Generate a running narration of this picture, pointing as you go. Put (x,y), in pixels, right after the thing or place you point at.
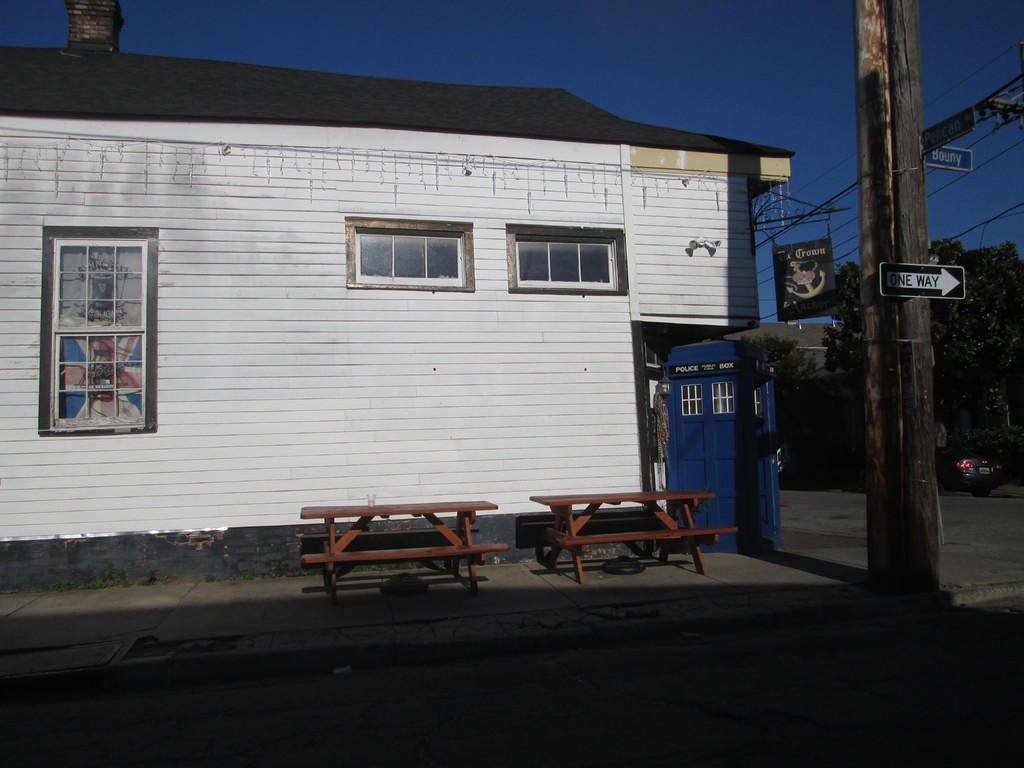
As we can see in the image there is a building (295,307), windows (97,313), benches (389,551), pole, banner (830,302), trees (972,299) and at the top (493,67) there is sky (445,64). The image is little dark.
